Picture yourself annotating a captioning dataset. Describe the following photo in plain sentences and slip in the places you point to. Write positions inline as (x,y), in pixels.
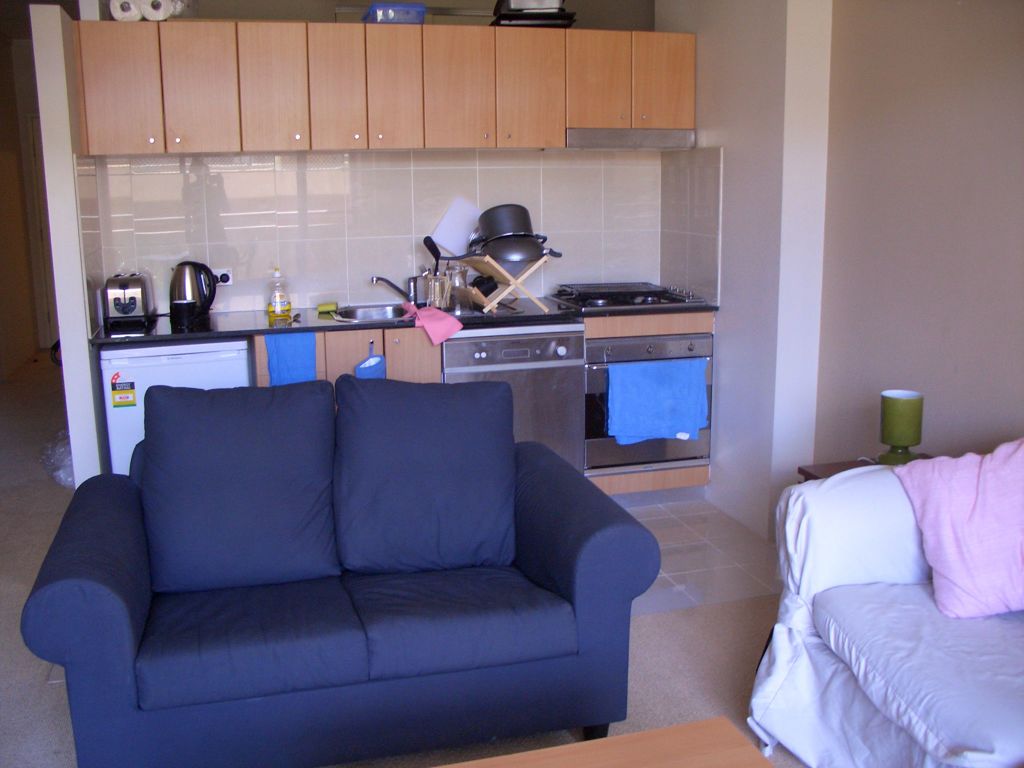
This is a sofa (379,570) and a chair (908,578). Behind them there are cupboards (261,118) and kitchen property things (549,331). And this is a lamp (902,423). This is a wall (900,230).
